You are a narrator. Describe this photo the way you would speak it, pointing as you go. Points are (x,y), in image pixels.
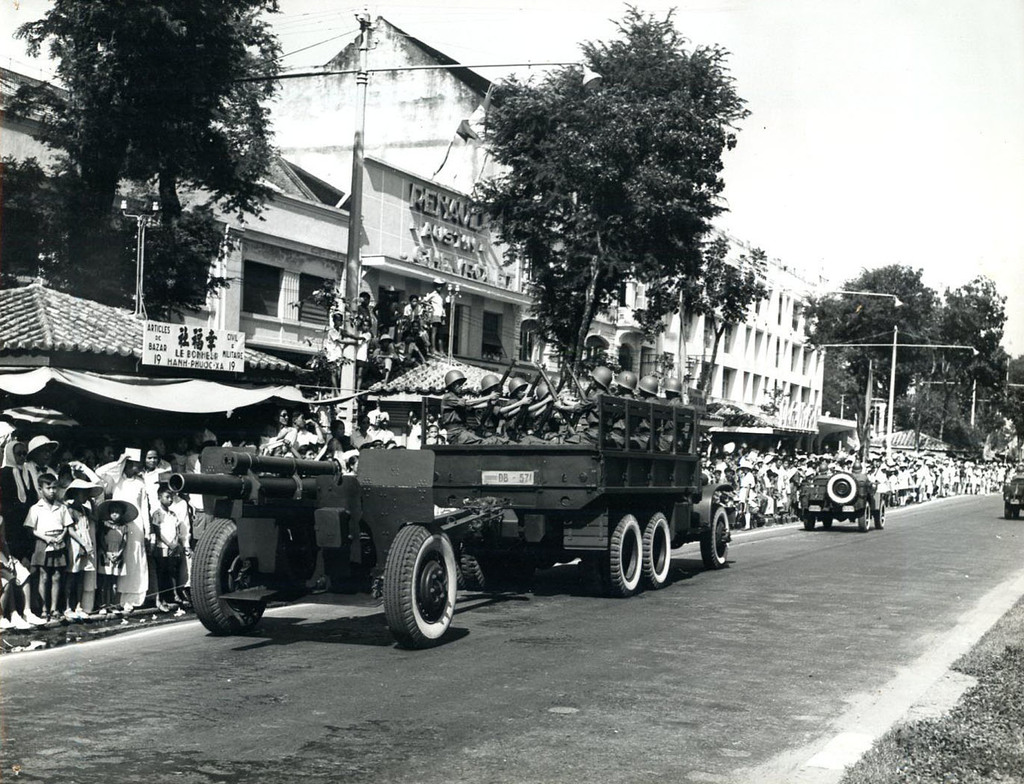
In the picture we can see a road (749,576) on it we can see some army vehicles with army people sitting in it holding guns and beside them we can see many people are standing on the path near the buildings (818,412) and trees (968,420) and we can also see some poles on the path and behind the buildings (762,397) we can see a sky (811,125).
